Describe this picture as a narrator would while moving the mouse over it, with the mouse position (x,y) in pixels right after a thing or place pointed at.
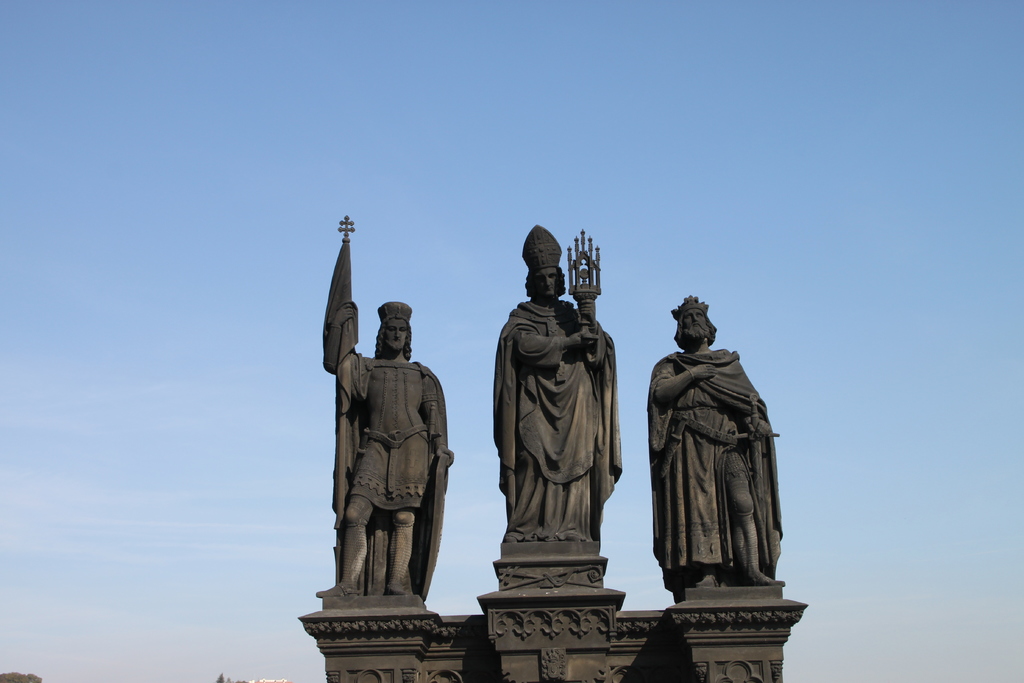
There are three statues (557,412) with crowns (402,315) and holding something. In the background (367,235) there is sky (738,230).
